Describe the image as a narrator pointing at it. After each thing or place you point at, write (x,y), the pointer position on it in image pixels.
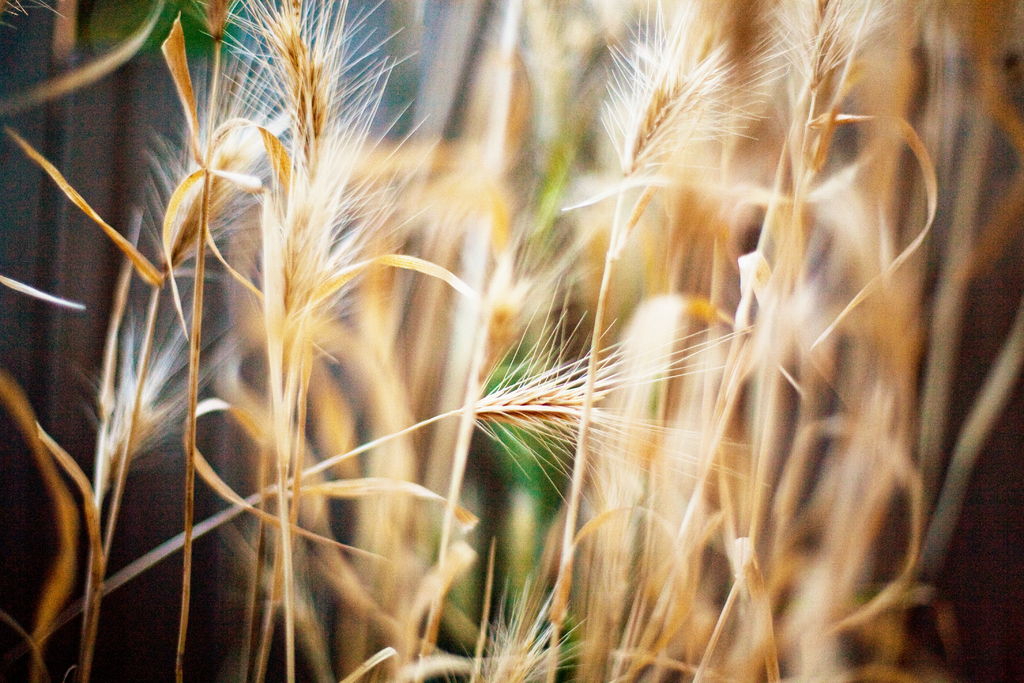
In this picture we can see dried grass (561,407) and blurry background (487,116).
